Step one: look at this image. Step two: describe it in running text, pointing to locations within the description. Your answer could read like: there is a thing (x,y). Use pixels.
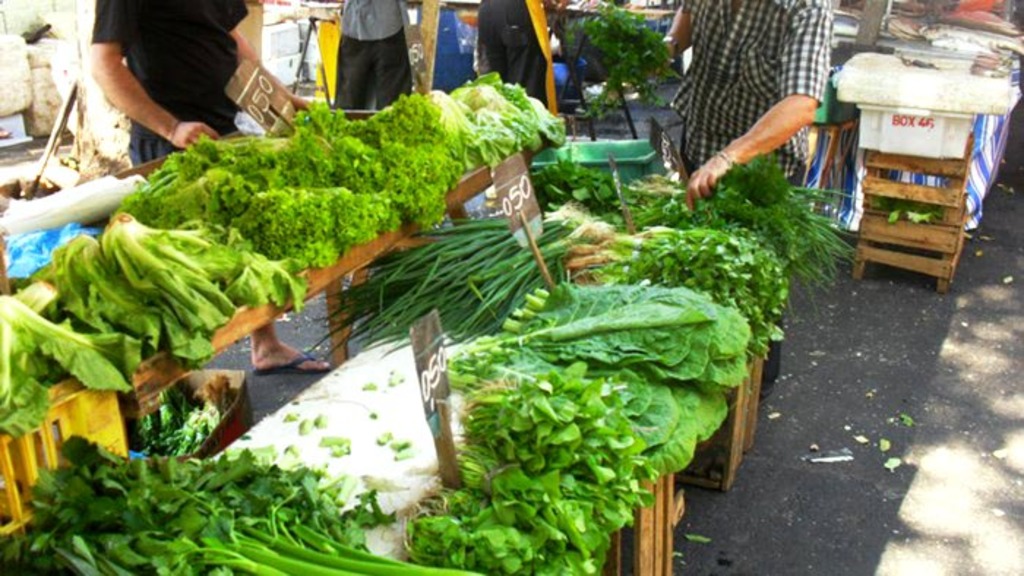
In the foreground (513,273), I can see leafy vegetables (541,366) on wooden boxes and on tables (270,318). In the background (929,52), I can see a group of people (690,137) are standing in front of tables (861,144), on which vegetables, sea foods (972,45) and boards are there. This image taken, maybe in the market (537,127).
